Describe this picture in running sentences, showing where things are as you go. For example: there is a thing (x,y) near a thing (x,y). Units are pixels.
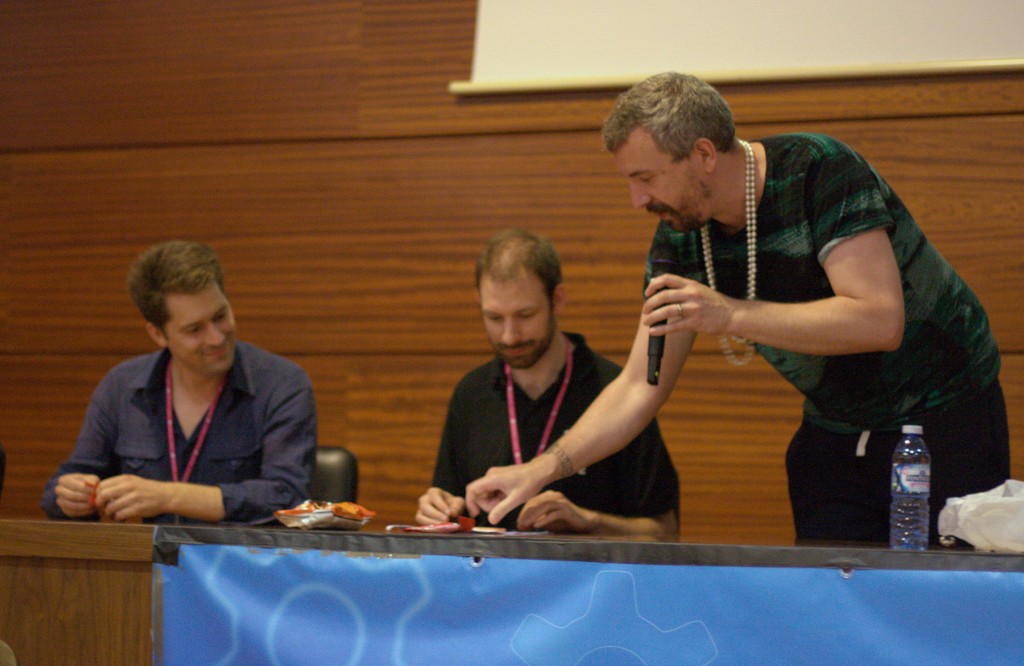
In this picture we can see a man (846,402) wearing a pearl chain (752,270) over his neck (731,211) and he is holding a mike (658,370) and explaining something to this man (575,368). This both men (506,413) are sitting on the chairs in front of a table (351,561). Here we can see a packet (313,509) and a water bottle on the table (416,545). On the background (504,67) partial part of the projector screen (688,48) is visible.
